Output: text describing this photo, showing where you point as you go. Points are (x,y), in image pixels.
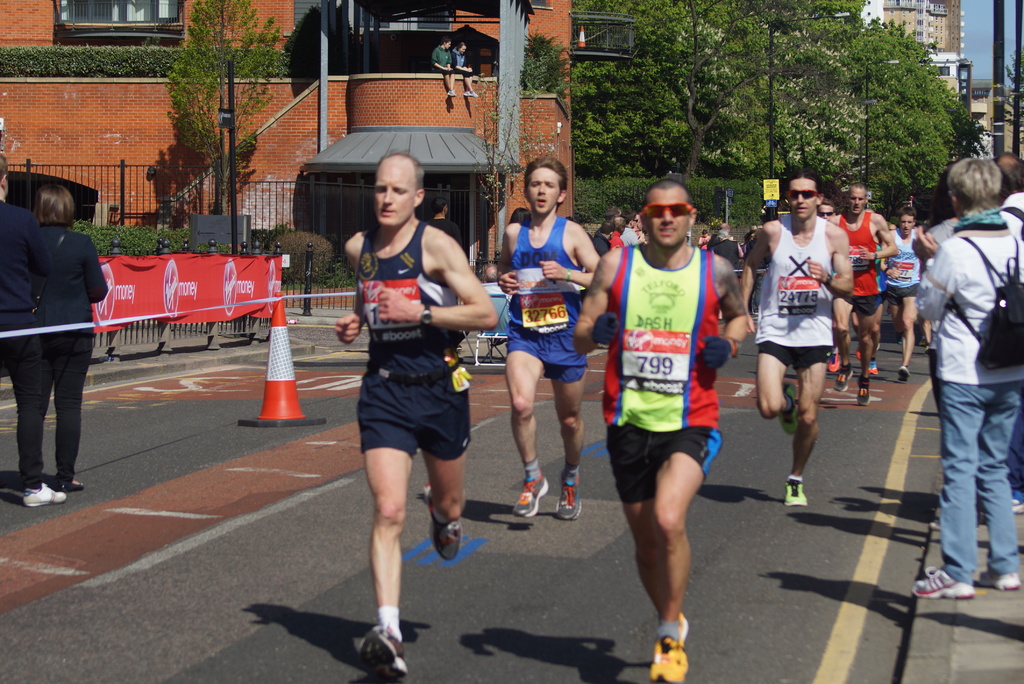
In this image there are a few people (669,309) running on the road surface (590,454), behind them there are trees (874,142) and buildings (514,134).
